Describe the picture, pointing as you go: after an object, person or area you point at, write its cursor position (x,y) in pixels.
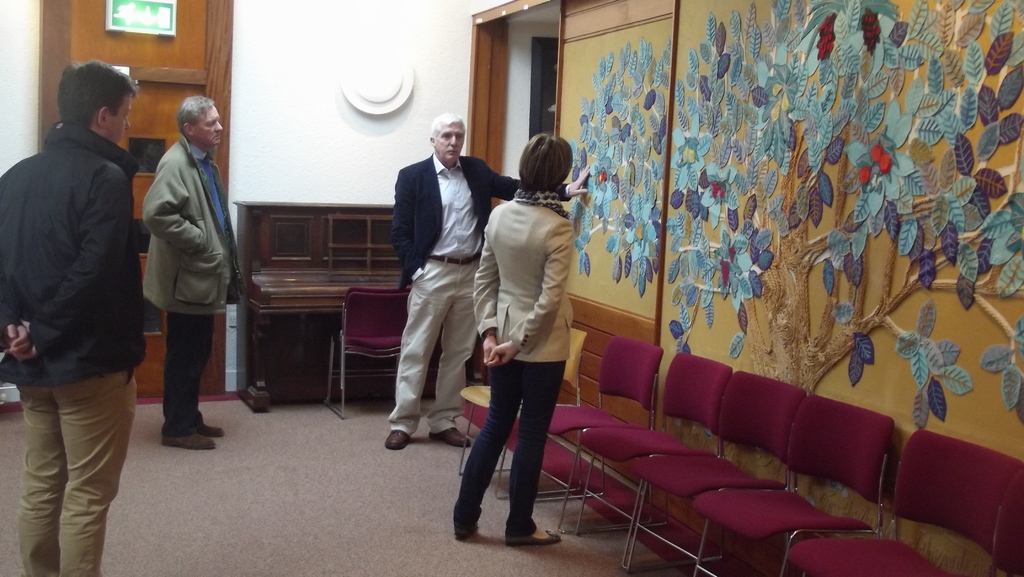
In this image I can see the group of people (137,283) with different color dresses (180,338). In-front of these people (172,367) I can see many chairs (876,450) and there is a tree art (800,232) on the wall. In the background (141,77) I can see the board (138,20), wooden door (159,110) and the wall (287,63).
